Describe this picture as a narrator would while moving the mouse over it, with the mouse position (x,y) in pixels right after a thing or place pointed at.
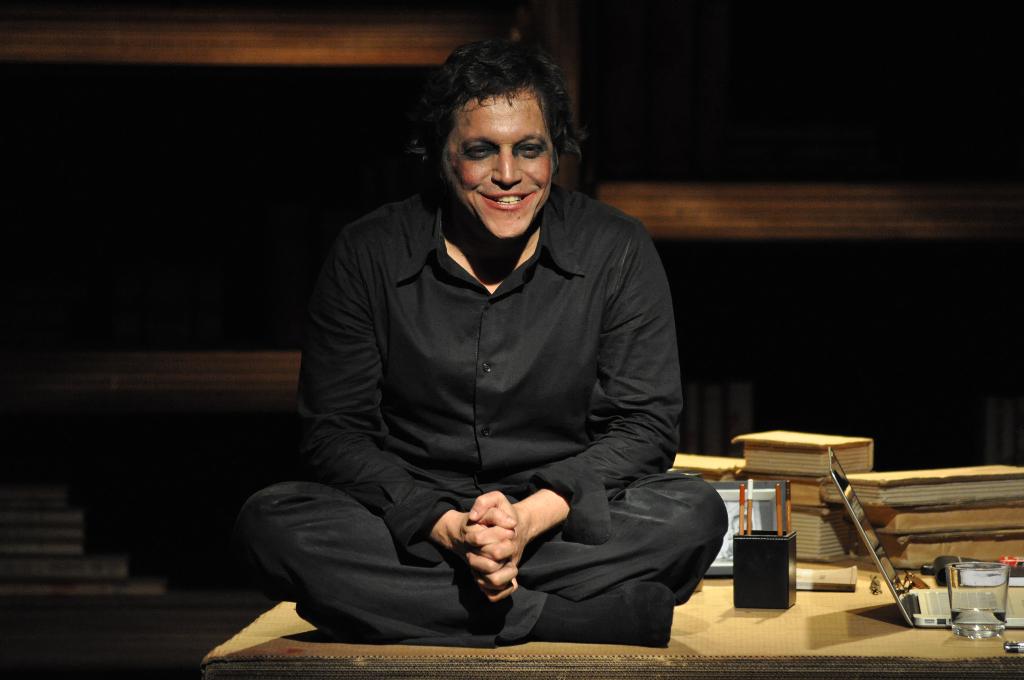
In this image we can see a man (344,312) sitting on the wooden table (368,657). He is wearing a black color shirt (518,335) and he is smiling. Here we can see the books (912,505), a laptop (891,578) and a glass (1002,610) are kept on the table (860,633).
